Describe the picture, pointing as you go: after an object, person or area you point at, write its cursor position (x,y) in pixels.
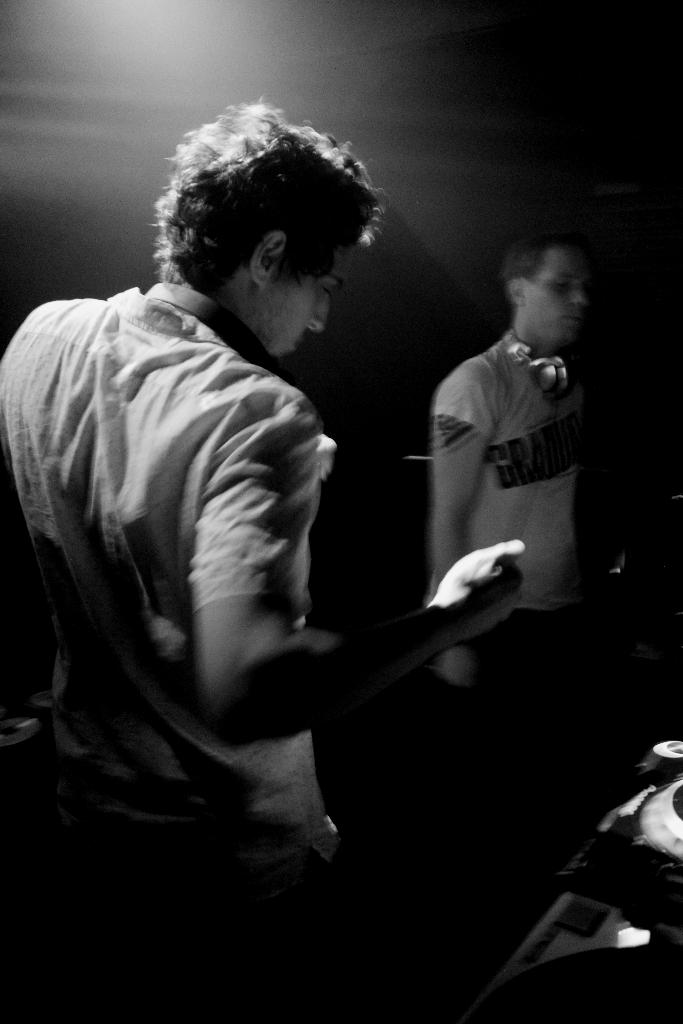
In the picture I can see two men (263,645) are standing. On the right side of the image (599,948) I can see some objects (640,935). This picture is black and white in color.
